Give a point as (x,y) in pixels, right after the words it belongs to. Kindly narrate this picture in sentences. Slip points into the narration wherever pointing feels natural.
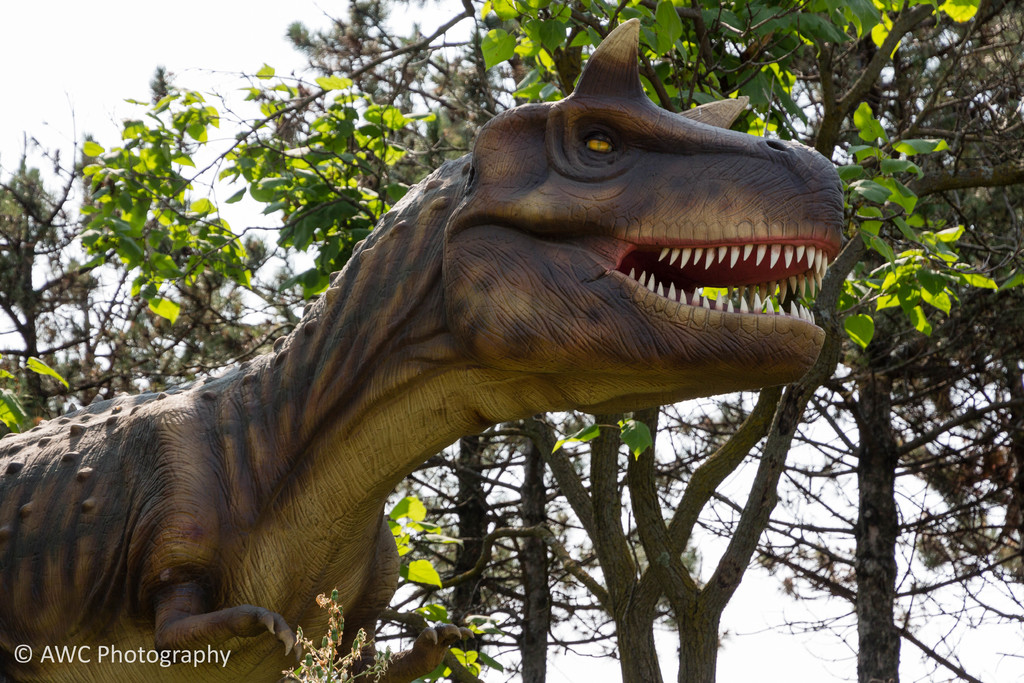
In this picture I can see a watermark (191,653) in the bottom left hand side (195,655). There is a doll (473,412) in the shape of an animal (434,421) in the middle (415,442) and there are trees (533,471), at the top (255,101) there is the sky (275,41).
